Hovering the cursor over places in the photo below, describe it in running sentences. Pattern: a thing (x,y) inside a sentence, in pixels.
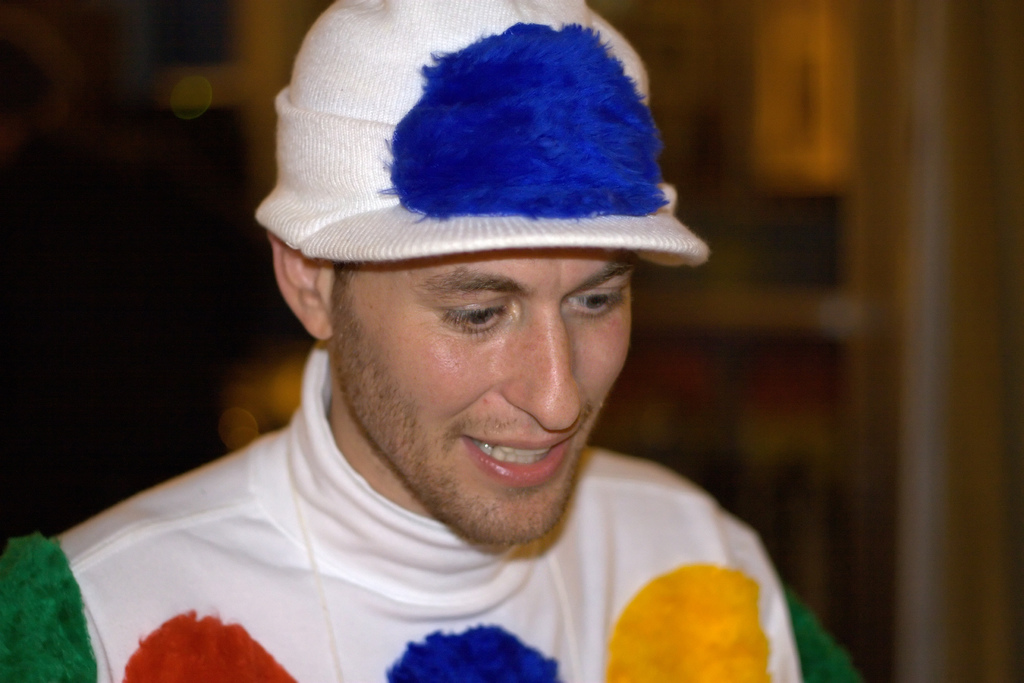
In this picture we can see a man (332,470), he wore a cap (426,179).
